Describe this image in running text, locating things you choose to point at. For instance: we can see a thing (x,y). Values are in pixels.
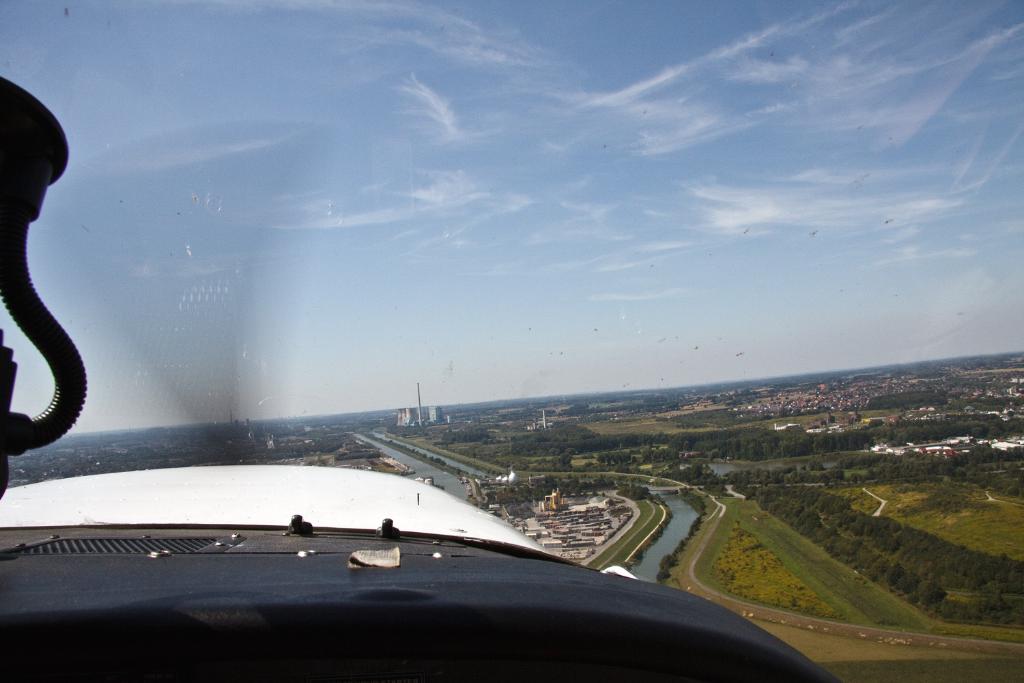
This picture shows an aerial view of an area. We see blue cloudy sky (477,281) and trees (617,486) and buildings (991,445) and we see water (640,565) and few dark specks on the windscreen (852,231).
